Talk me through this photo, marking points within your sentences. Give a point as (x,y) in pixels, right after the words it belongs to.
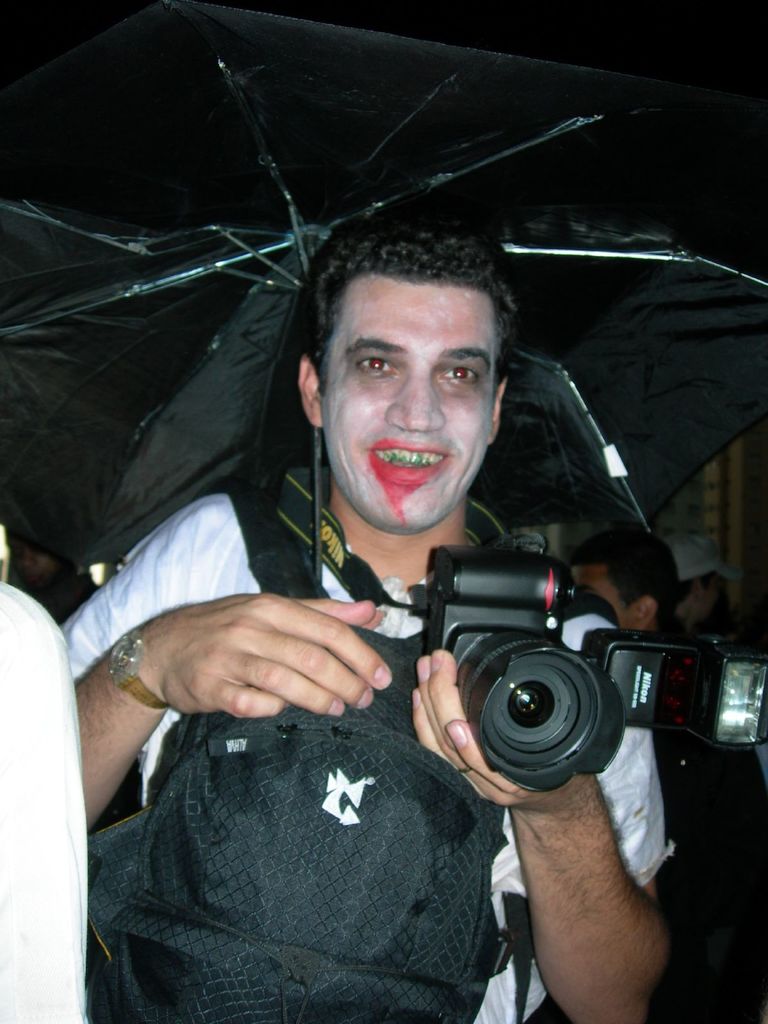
In this picture we can see a man (623,940) who is holding a camera (541,715) with his hand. He is smiling and he is holding a umbrella (154,139).
